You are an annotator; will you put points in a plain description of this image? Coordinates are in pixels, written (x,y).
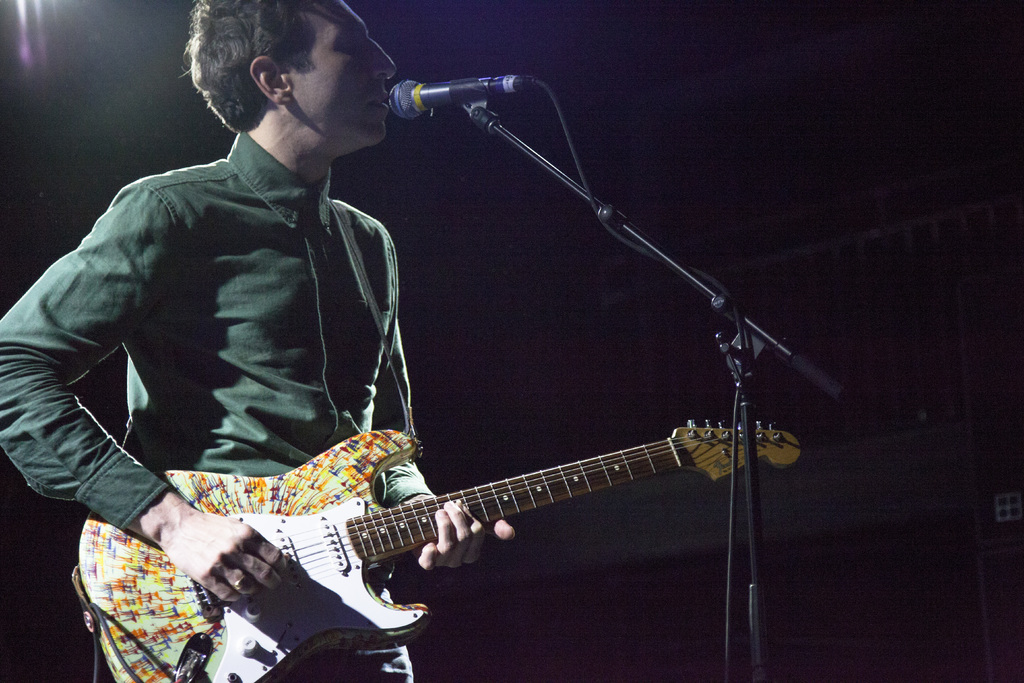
This image is clicked in a musical concert where a man (308,75) is standing on the left side of the image (299,221) and he is playing guitar (347,590). He is wearing green color shirt (263,347). A mic (439,88) is in front of him. He is singing something.
